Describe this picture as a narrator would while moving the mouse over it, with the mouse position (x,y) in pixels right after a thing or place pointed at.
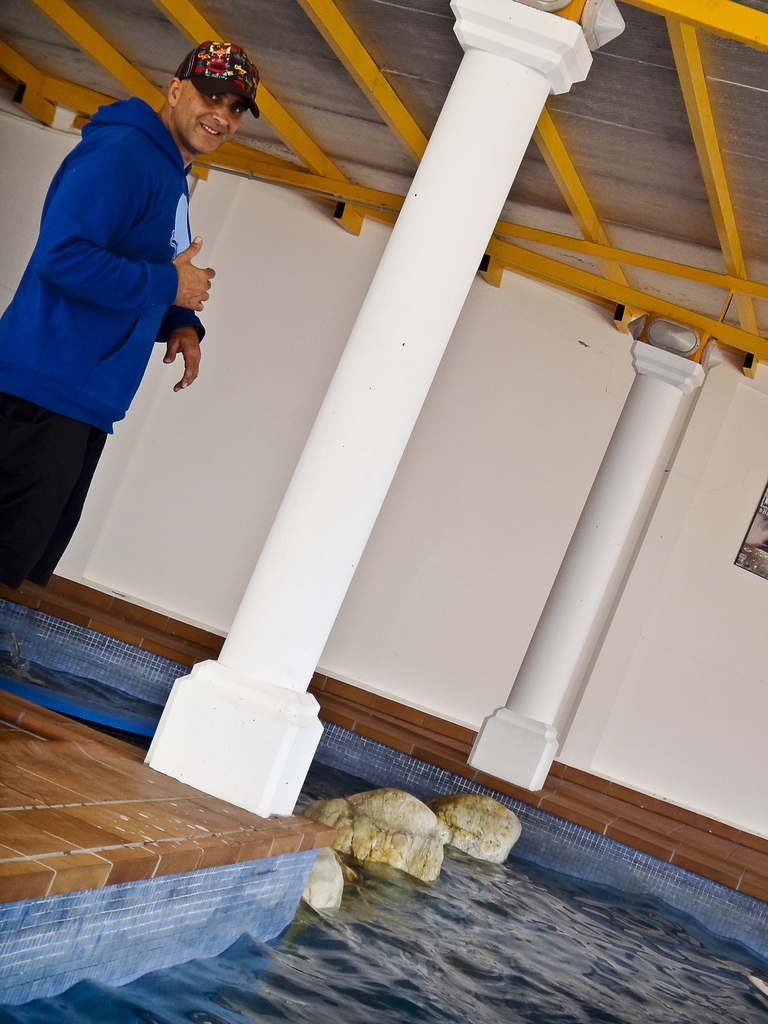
As we can see in the image there is a wall (471,518), pillars (279,548) and a man (107,264) wearing blue color jacket (103,267).
